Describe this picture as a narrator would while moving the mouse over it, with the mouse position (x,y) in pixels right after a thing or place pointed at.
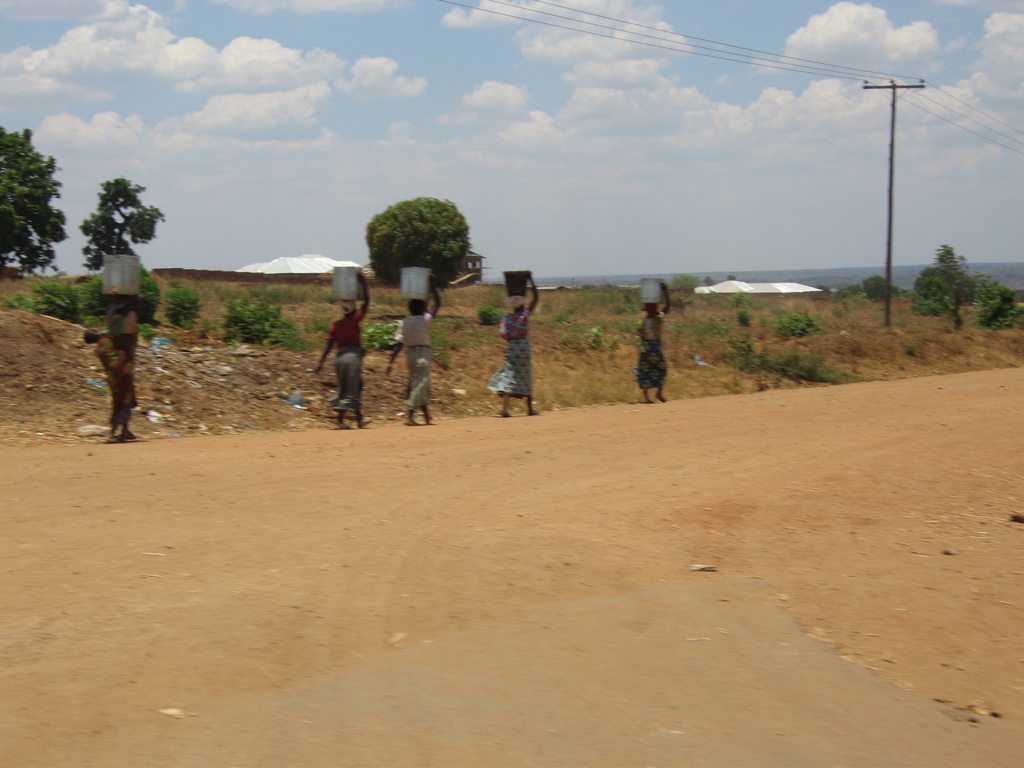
In this image there are a few women (356,411) are walking on the road (138,654) carrying some utensils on their head (415,307), in the background of the image (438,276) there are trees (435,260), electric poles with cables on top and tents (335,260), at the top of the image (304,142) there are clouds (437,170) in the sky (743,138).
